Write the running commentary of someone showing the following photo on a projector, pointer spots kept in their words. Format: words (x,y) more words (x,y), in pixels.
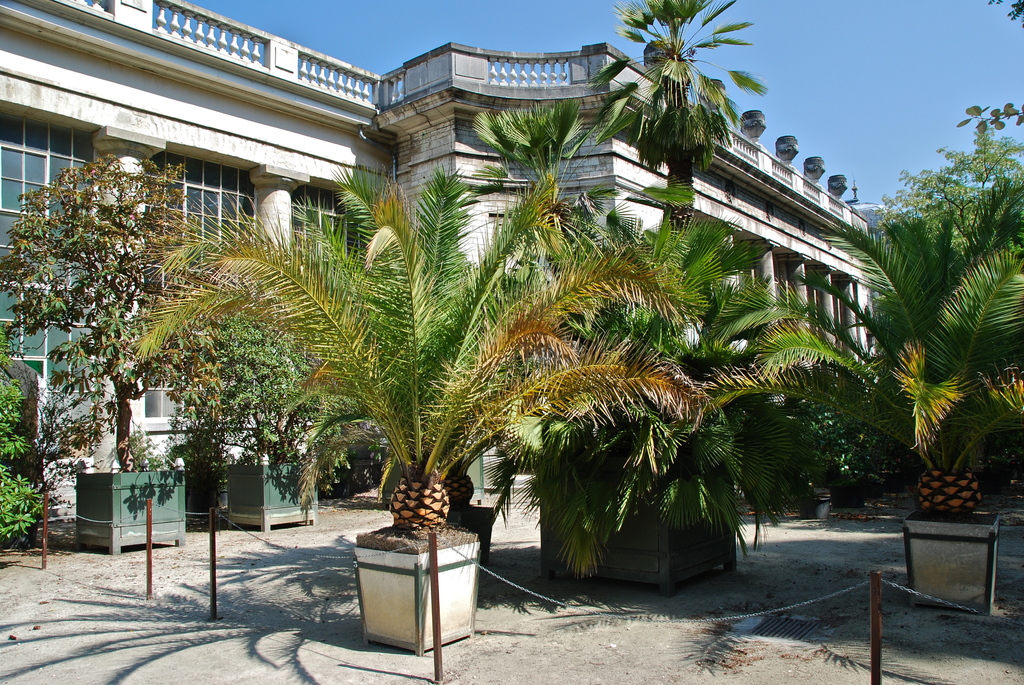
In this picture I can see few trees (639,364) in the middle (527,393), in the background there is a building (604,179). At the top (493,37) there is the sky (443,36).
